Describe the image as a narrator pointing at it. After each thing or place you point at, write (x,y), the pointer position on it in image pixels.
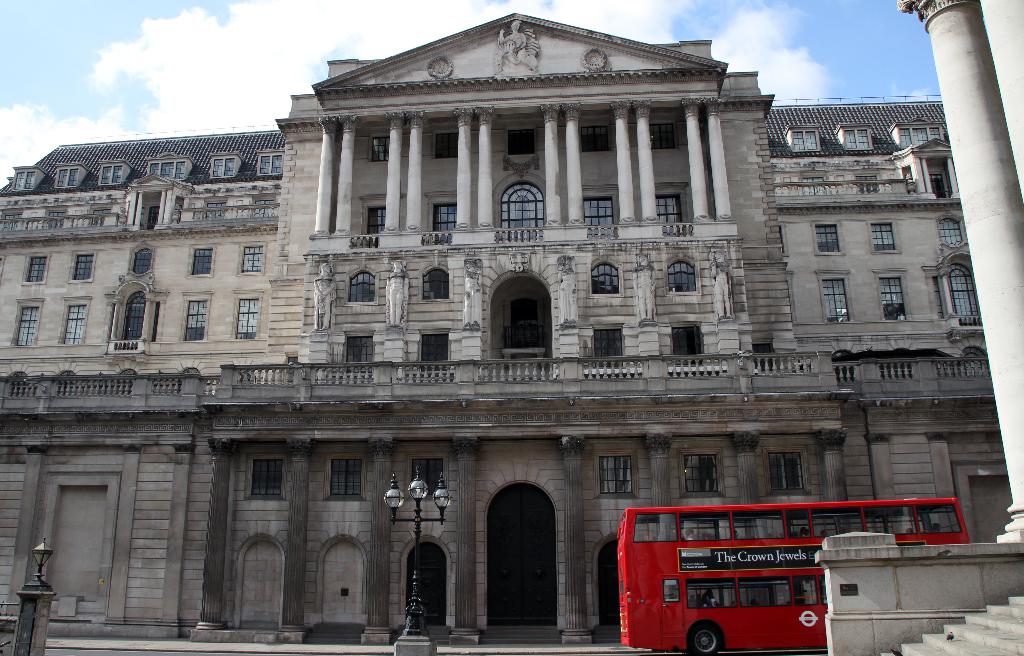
On the right (983,148) we can see staircase (998,617), pillar (1022,475) and a bus (705,555). In the middle of the picture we can see a street light (414,519). In the center (538,282) there is a building (353,187). At the top (53,38) it is sky (293,66).
